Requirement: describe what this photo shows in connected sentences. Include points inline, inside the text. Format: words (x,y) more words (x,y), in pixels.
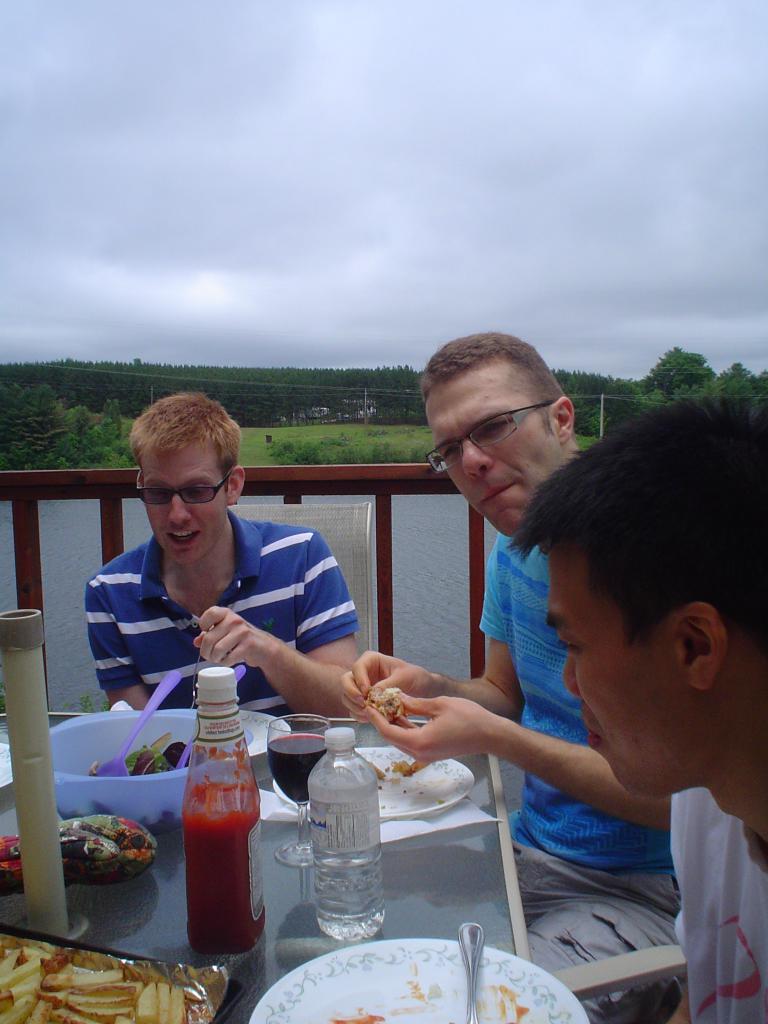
In this picture we can see three persons (315,560) are sitting on the chairs (307,506). This is table (425,846). On the table (422,874) there are bottles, bowl (83,759), plates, glasses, and some food (151,999). On the background (687,31) there are trees (148,400) and this is sky (435,167).
